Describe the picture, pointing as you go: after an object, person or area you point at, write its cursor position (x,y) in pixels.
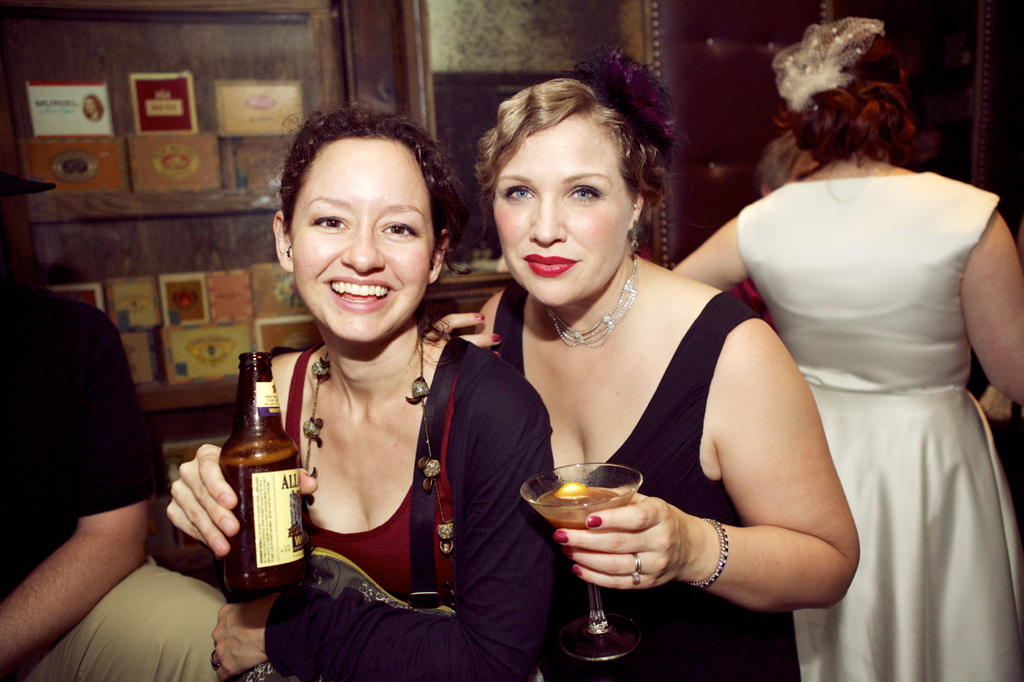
There are two women (513,433) in this picture. One is holding a bottle (269,519) and the other is holding a glass (556,499) in her hand (605,575). One of them was smiling. In the background (870,388) there is another woman (913,324) standing and we can observe some cigar boxes (236,106) to the wall (193,234).
